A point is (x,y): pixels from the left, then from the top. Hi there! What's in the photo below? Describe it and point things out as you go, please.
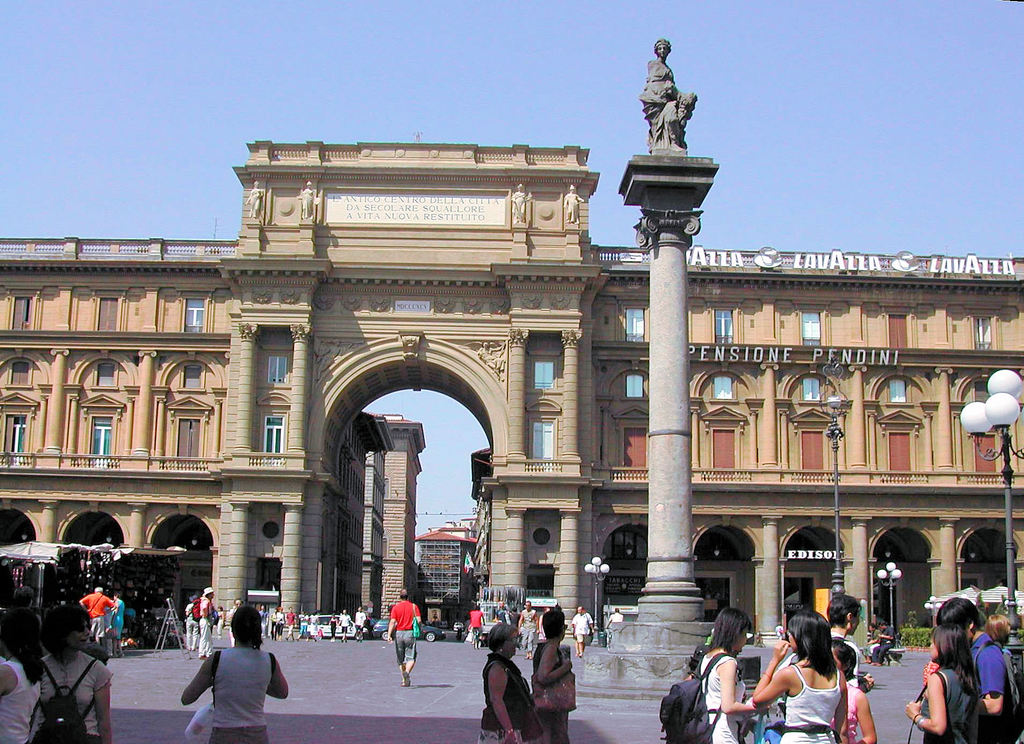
In this image there are a few people (264,650) walking on the streets (470,673), behind them there are buildings (615,337).
